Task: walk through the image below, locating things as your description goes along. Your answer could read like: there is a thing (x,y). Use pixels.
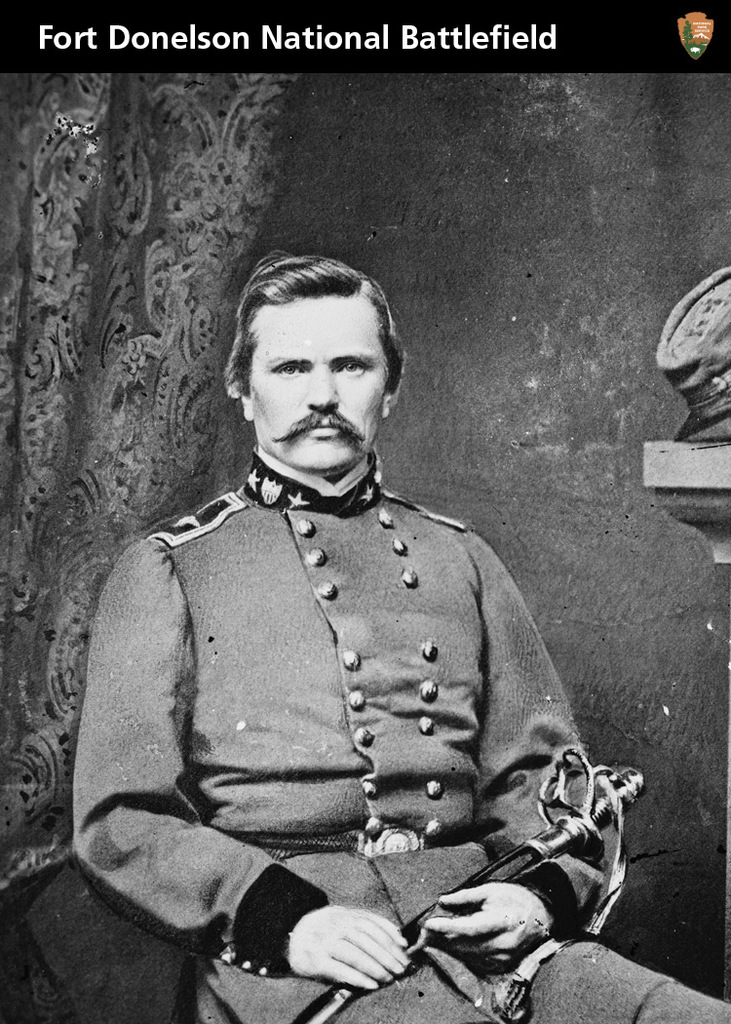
In this picture we can see a black and white photo of a man (499,832) and holding sword (586,812) in his hand (406,966) and he wore coat (208,660) looking at it, it looks like a uniform (417,622) of an army officer and in the background (71,306) we can see some painting (232,209) on wall (594,280) and a stand (681,469) aside to him.
